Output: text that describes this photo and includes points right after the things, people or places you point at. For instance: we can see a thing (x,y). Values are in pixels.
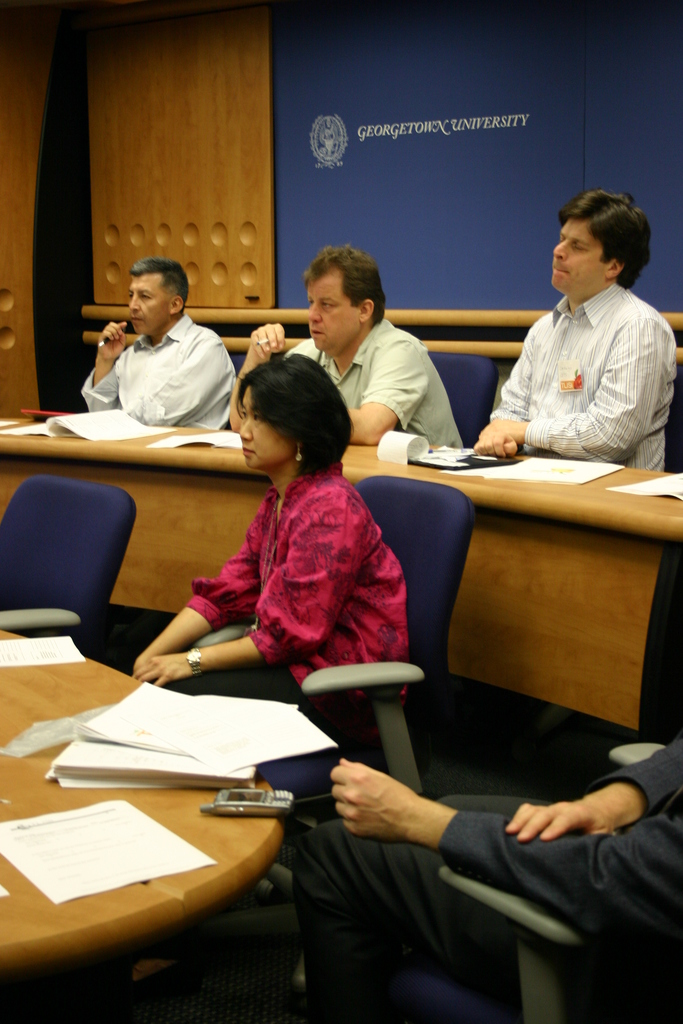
In this picture I can see five persons (135,666) sitting on the chairs (429,691), there are papers (186,754) and a mobile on the tables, and in the background (413,146) there is a board (413,146).
